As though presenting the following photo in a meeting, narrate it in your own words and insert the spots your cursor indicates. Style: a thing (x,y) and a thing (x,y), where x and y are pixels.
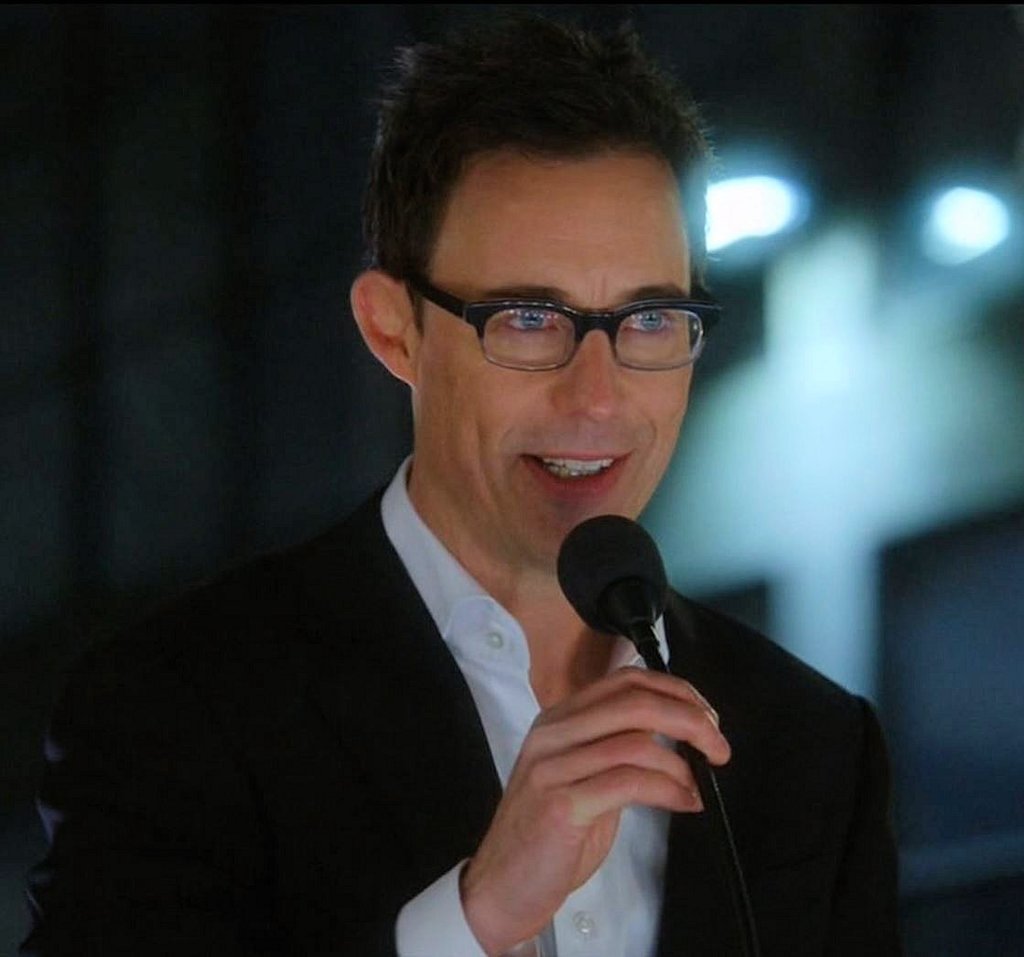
In this image, we can see a man (792,688) is holding a microphone (642,624). and wearing glasses (544,352). Background (877,566) we can see a blur view.
